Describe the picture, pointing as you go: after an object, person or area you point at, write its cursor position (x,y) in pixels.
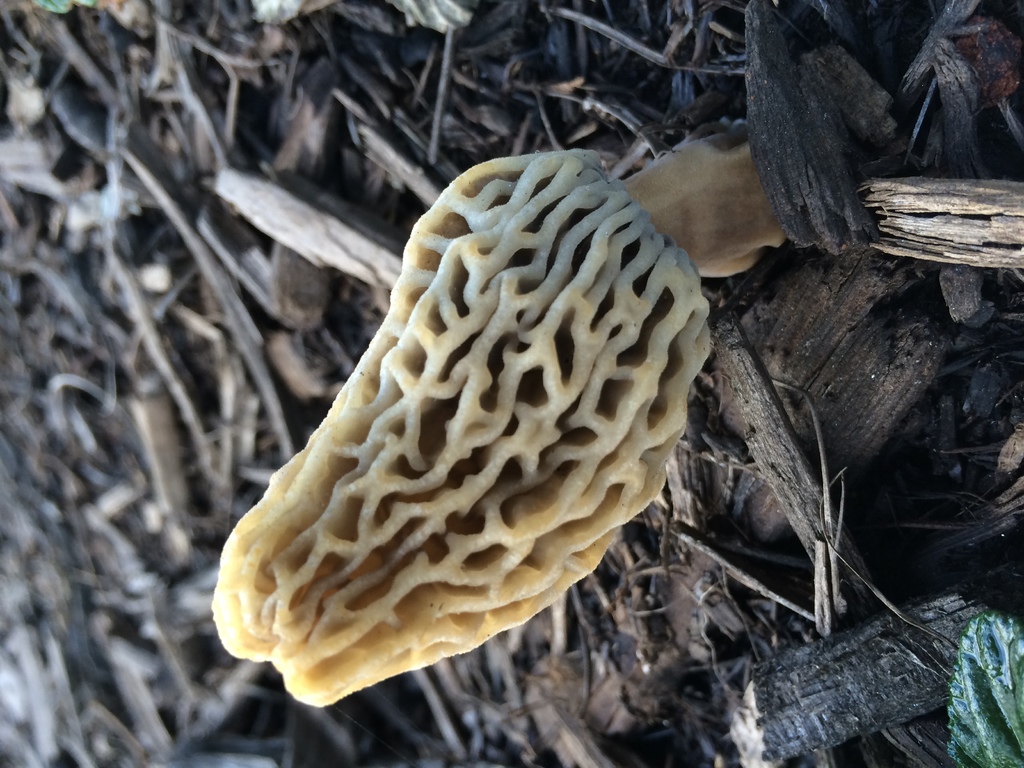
In this image I can see something on the ground (359,331). I can also see some wooden pieces (851,386) on the ground (292,416).
